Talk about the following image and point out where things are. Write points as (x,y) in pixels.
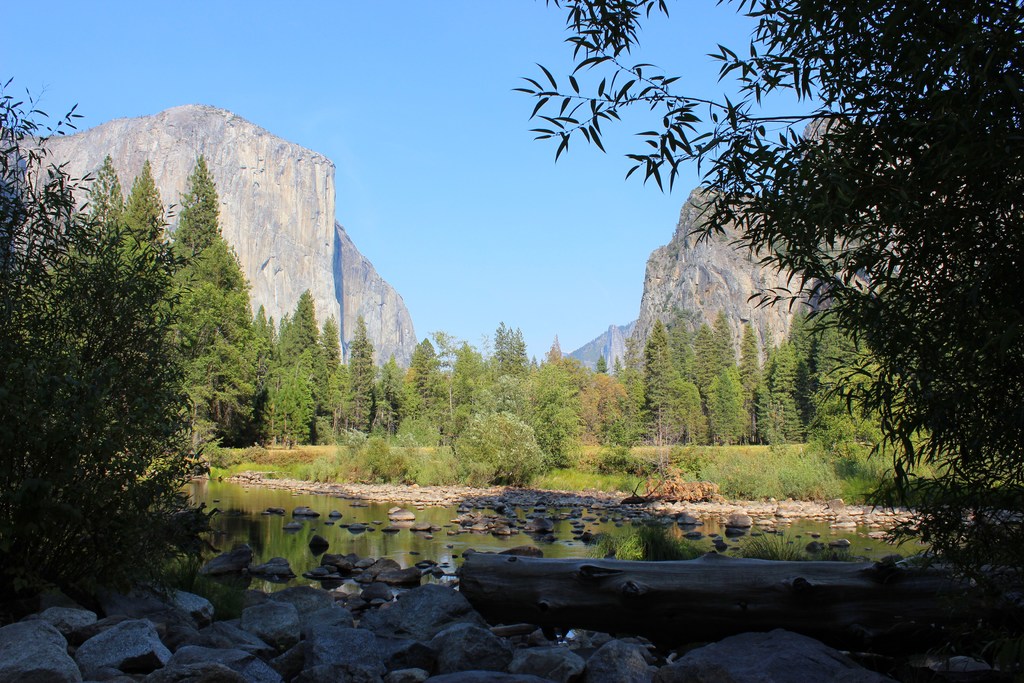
In this image, we can see so many trees (549,439), plants (721,470), rocks (501,674), wooden log (727,608) and water (307,505). Background we can see rock hills (792,270) and sky (504,177).
